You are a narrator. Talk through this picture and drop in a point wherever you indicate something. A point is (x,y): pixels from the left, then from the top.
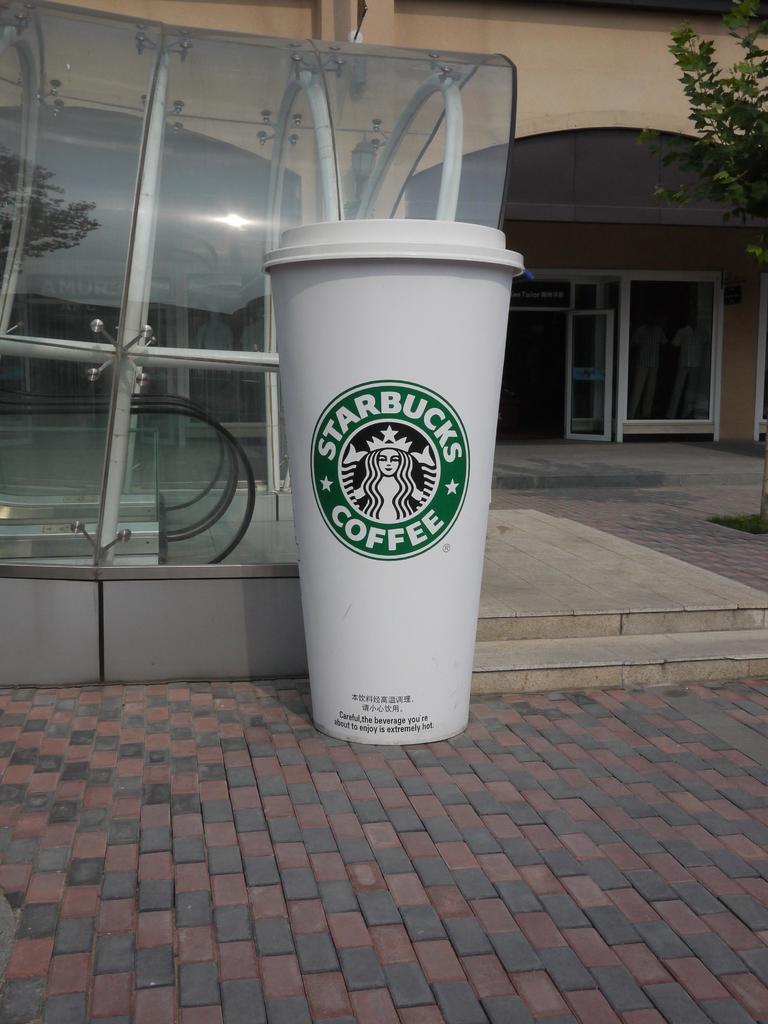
In this picture we can see white color Starbucks cup (444,564) is placed on the floor (428,751). Behind there is a glass shed (205,226). In the background (190,15) there is a building (597,170) and glass door (581,369).
